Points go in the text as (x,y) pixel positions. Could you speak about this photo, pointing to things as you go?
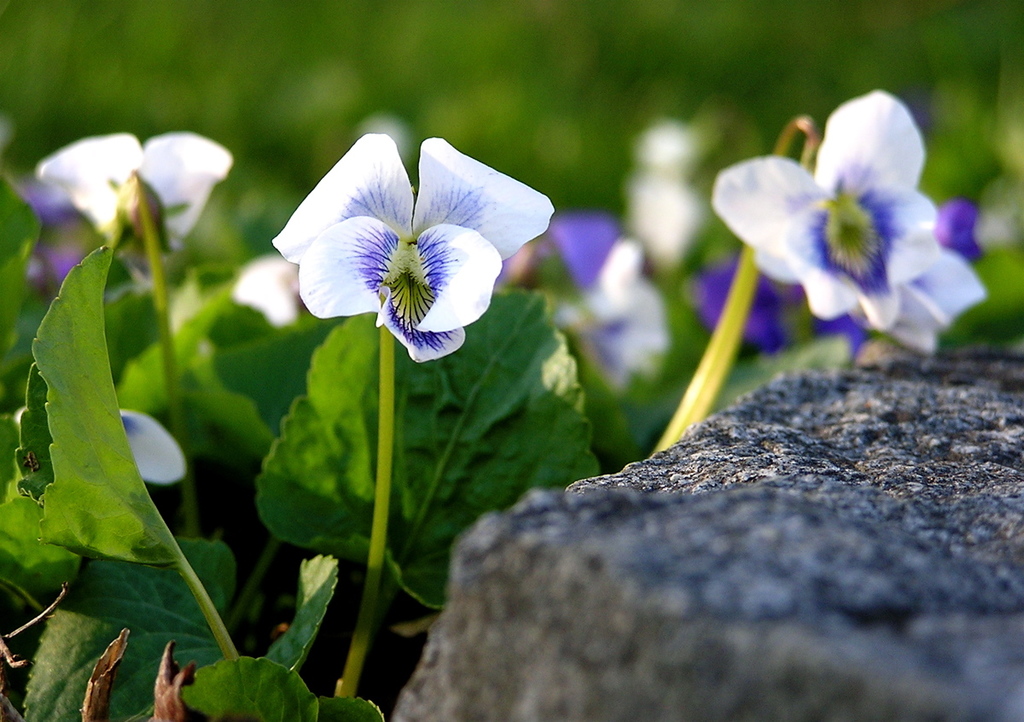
In the image there are white and purple flowers (400,273) to a plant (387,248) in front of a rock (779,581).
